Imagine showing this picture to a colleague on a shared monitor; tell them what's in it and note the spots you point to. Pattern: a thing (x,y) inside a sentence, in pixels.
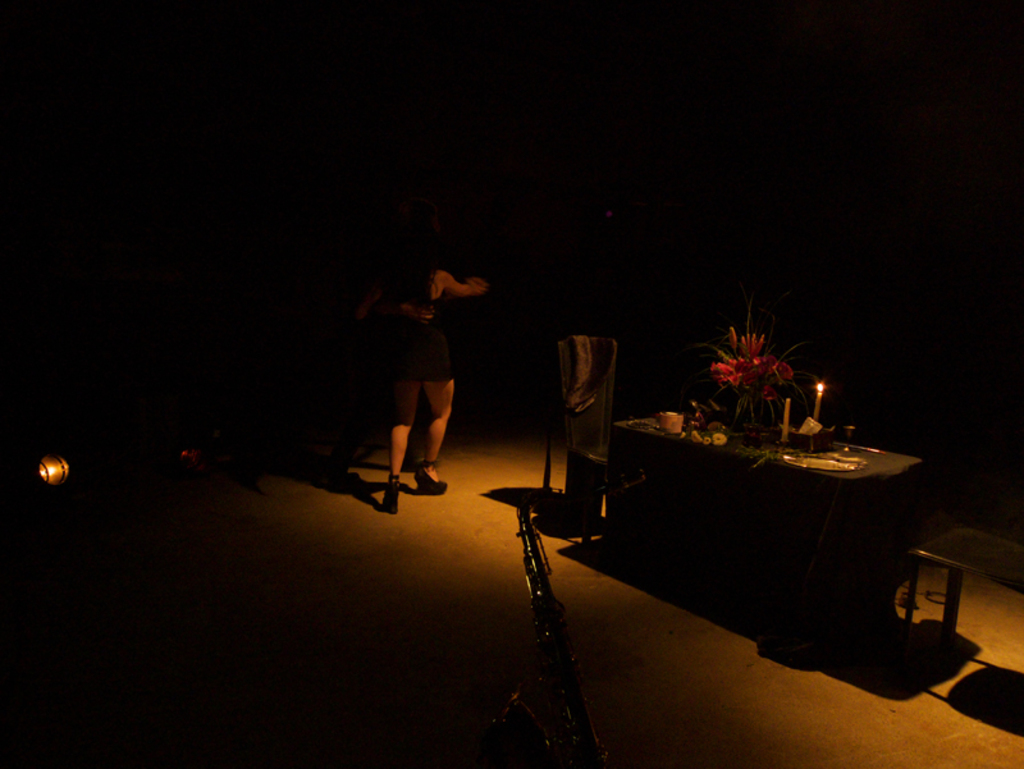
In this picture I can see a flower vase (752,413) and couple of candles (817,417) on the table (764,483) and I can see couple of chairs (907,639) and looks like a man (429,309) and a woman (415,350) dancing.
